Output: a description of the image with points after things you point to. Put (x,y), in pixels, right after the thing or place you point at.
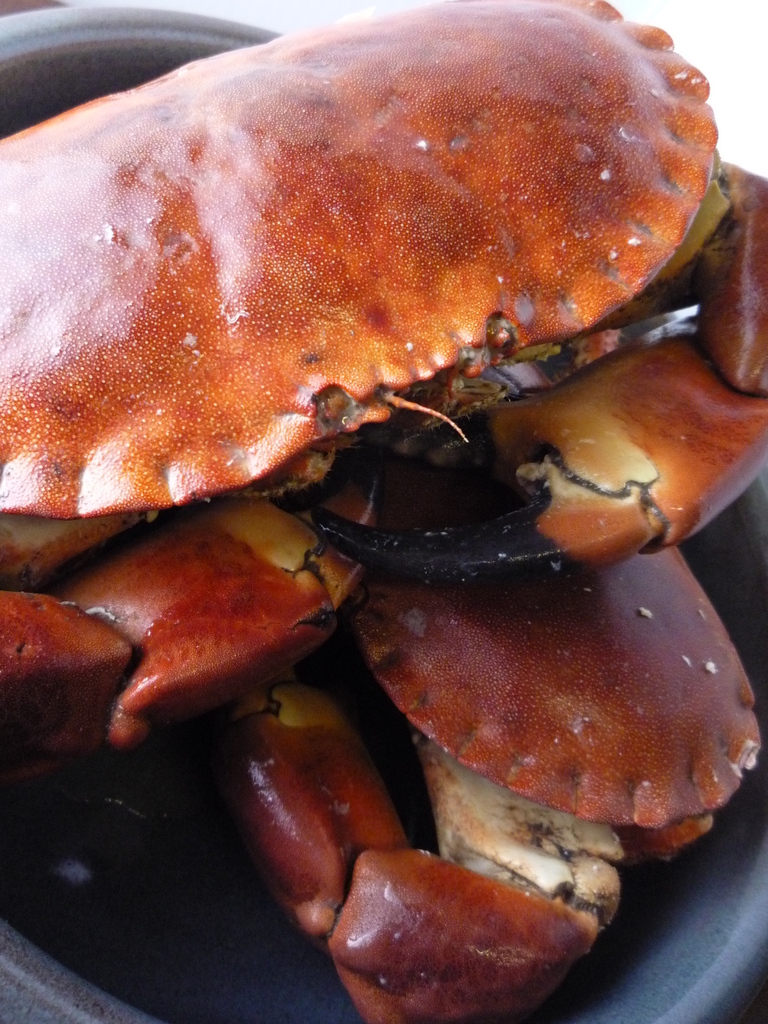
In this image I see an animal (400,391) which is of brown, black, orange and white in color and it is on the black surface (45,48).
